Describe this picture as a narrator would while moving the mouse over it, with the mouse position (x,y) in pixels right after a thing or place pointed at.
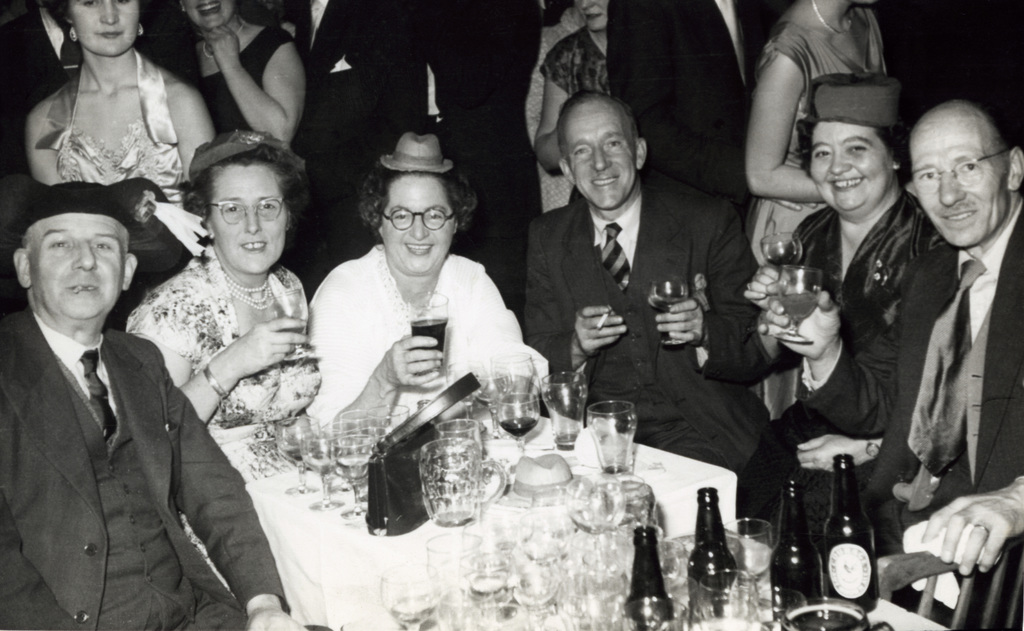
The image is in black and white we can see there are group of people (541,343) sitting and smiling, in front (533,607) there is a table (339,602), glasses (414,596), wine bottles (792,512) on it, at the back (8,21) there are a group of people (8,21) standing.
